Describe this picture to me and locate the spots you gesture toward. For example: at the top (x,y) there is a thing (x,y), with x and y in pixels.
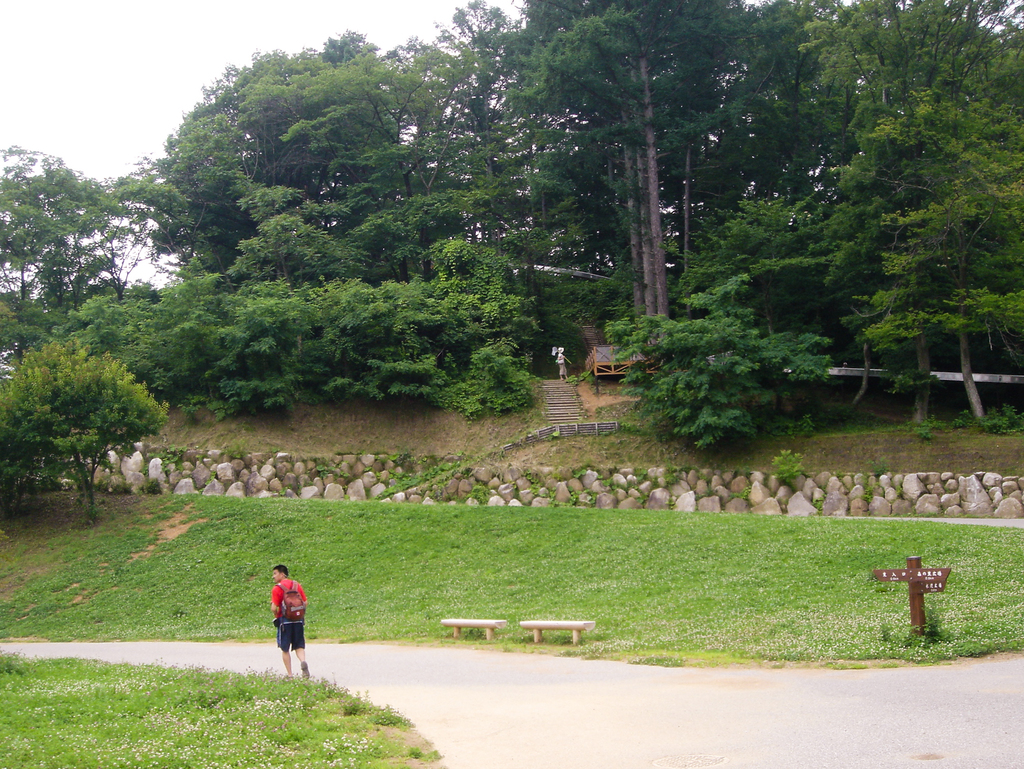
In this image, we can see a person (281,579) wearing a bag (296,586) and in the background (483,281), there are trees (652,335), stairs (556,416), rocks (680,504), benches (455,630), a pole (912,601) and there is a shed (602,350) and an object (565,364). At the bottom (537,695), there is a road (488,650) and at the top (198,62), there is sky (198,62).
